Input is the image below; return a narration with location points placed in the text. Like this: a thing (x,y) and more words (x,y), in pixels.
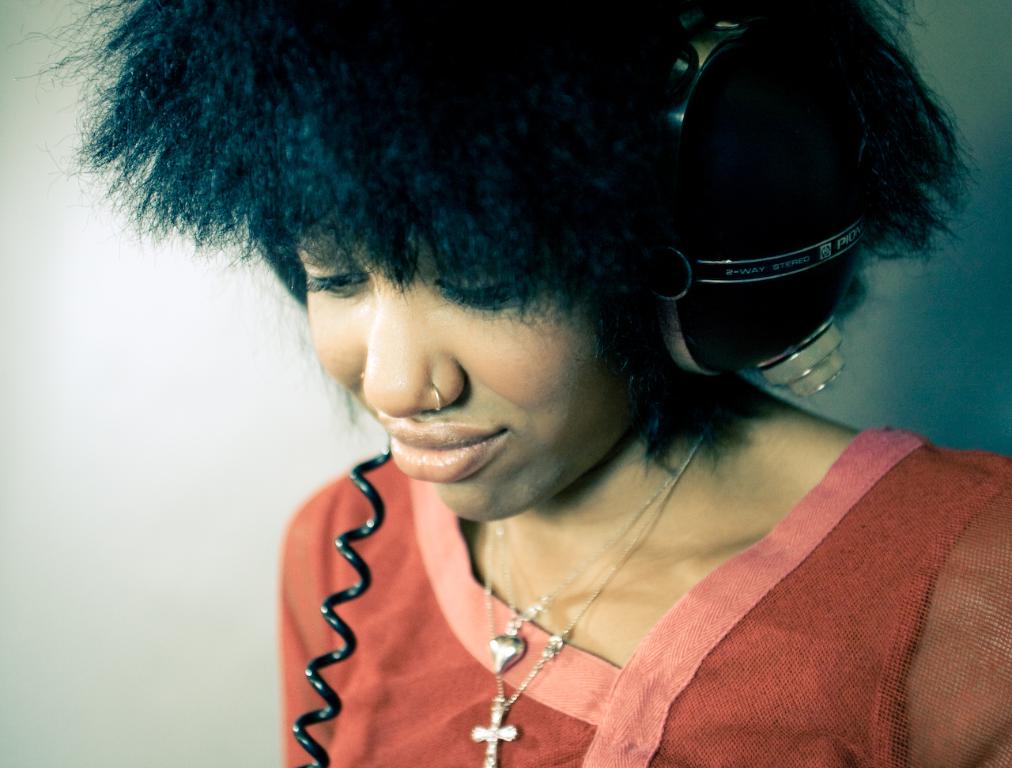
In this picture I can observe a woman (526,298). She is wearing red color dress (461,674) and two lockets (503,649) in her neck (493,548). I can observe a headset (704,177). In the background (254,271) there is a wall (131,404).
